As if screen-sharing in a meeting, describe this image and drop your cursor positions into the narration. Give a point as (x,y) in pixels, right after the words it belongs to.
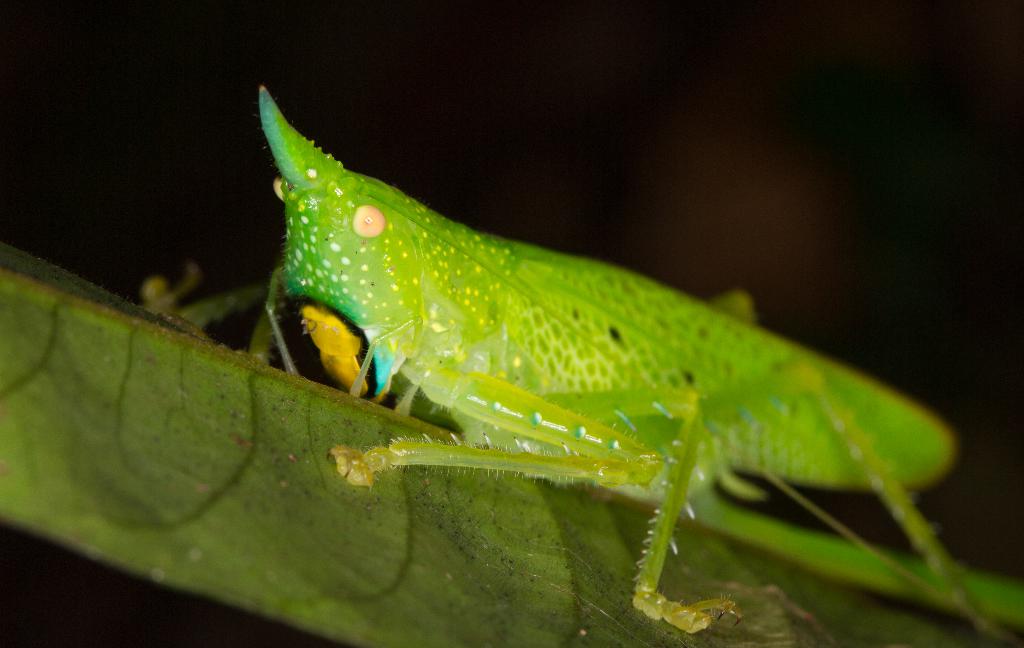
In this image we can see a green color insect (530,400) and the background of the image (527,119) is in black color.
